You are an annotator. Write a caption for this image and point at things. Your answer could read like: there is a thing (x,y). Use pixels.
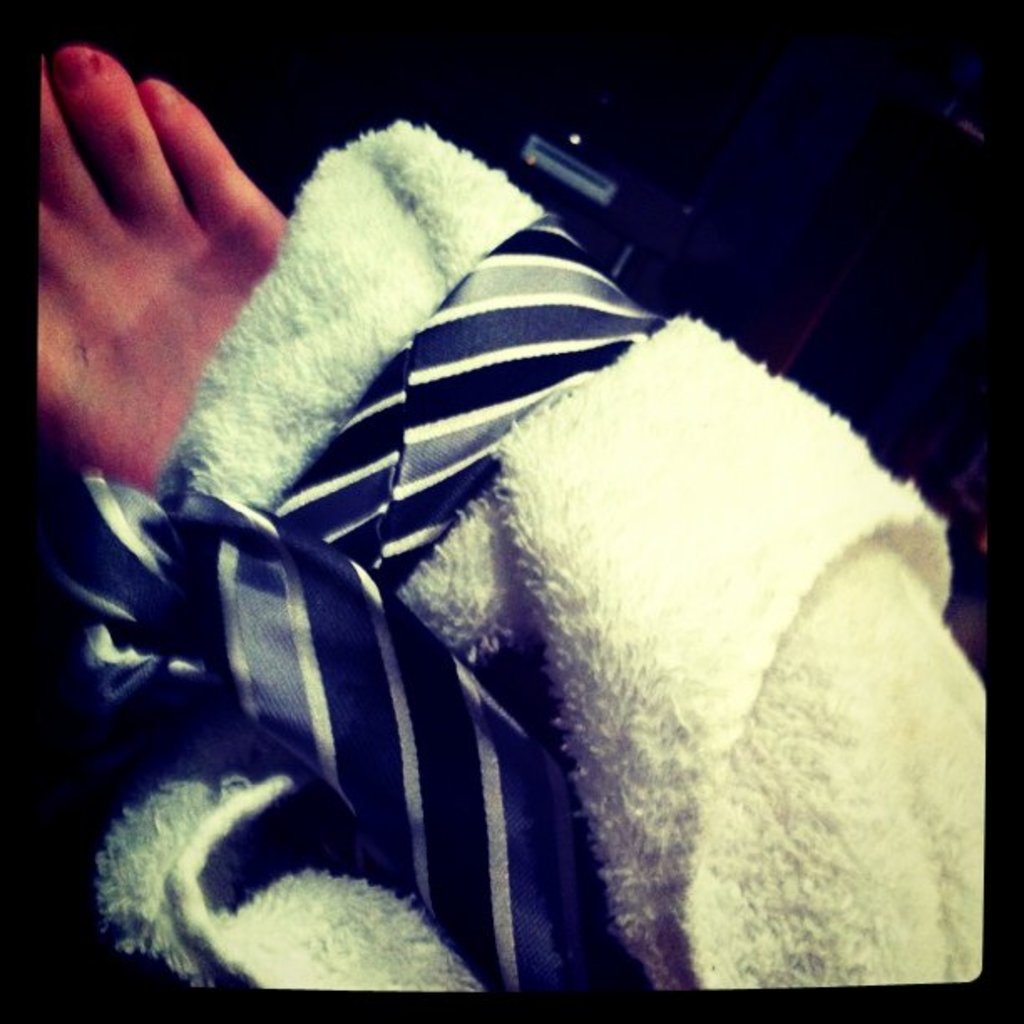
In this image I can see a tie (335,637) and a towel (586,501). I can see a leg (106,301). I can also see the background (890,259) is dark.
